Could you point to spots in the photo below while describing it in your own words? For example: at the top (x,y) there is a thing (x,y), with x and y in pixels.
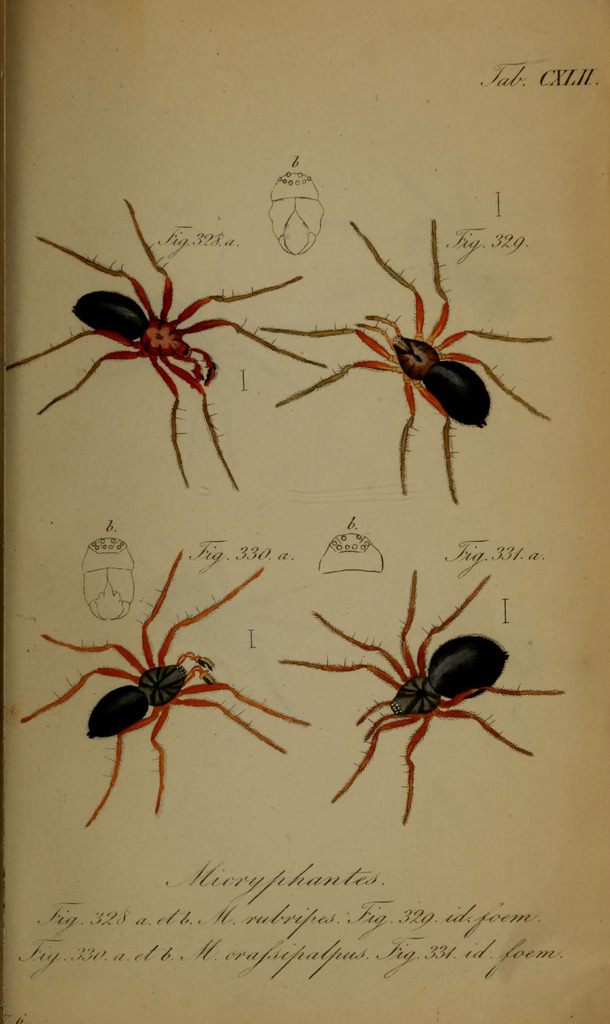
In the picture I can see sketch of spiders (358,642) and something written on the paper (312,514).
